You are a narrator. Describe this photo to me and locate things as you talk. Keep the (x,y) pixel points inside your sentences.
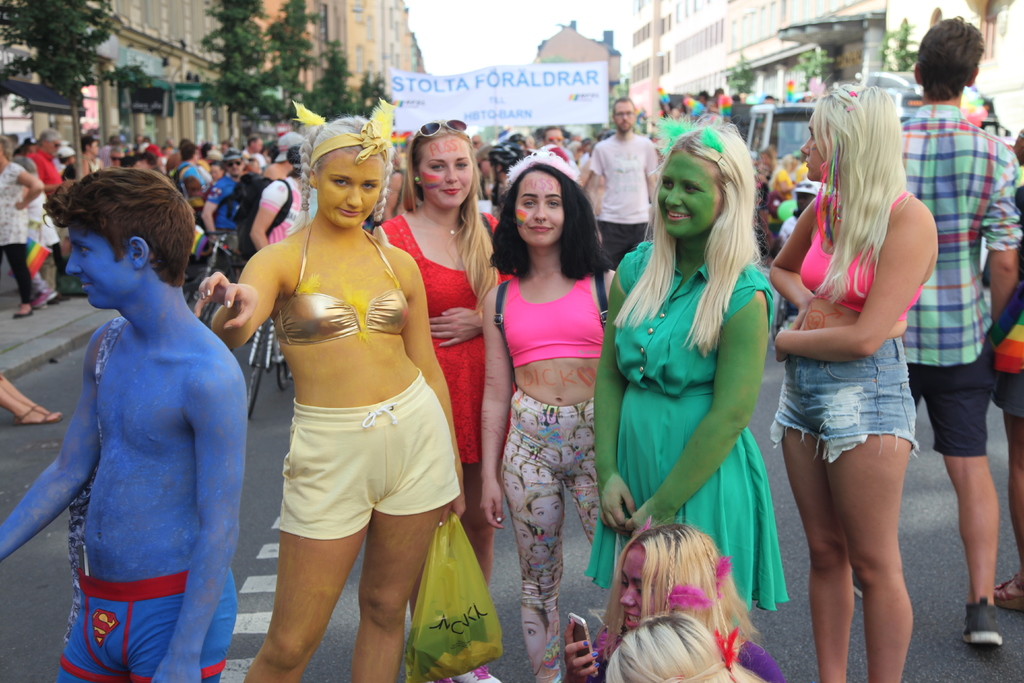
In this image we can see a group of people (686,337) on the ground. In that a woman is holding a plastic bag (436,615) and the other (586,671) is holding a mobile phone (578,646). On the backside (640,223) we can see a group of people (21,398), some vehicles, poles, plants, buildings (654,72) and the sky (496,52).
